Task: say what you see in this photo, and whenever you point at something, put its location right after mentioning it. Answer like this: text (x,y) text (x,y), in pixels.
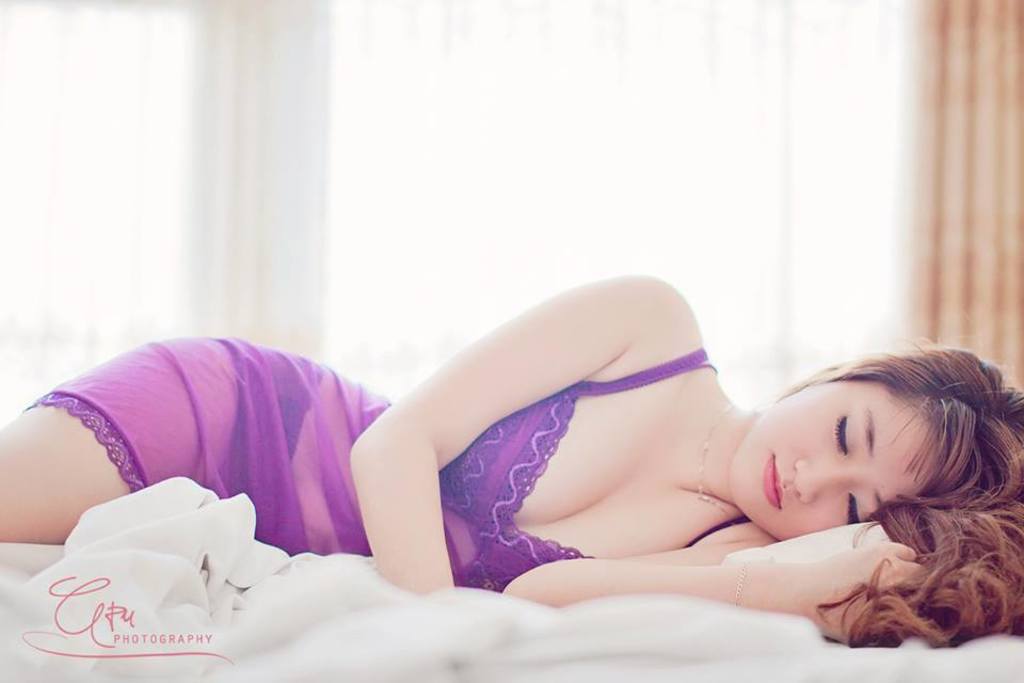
A lady (377,484) wearing a purple dress (504,496) is sleeping on the bed (366,605). In the background (213,108) there are curtains (624,205).
